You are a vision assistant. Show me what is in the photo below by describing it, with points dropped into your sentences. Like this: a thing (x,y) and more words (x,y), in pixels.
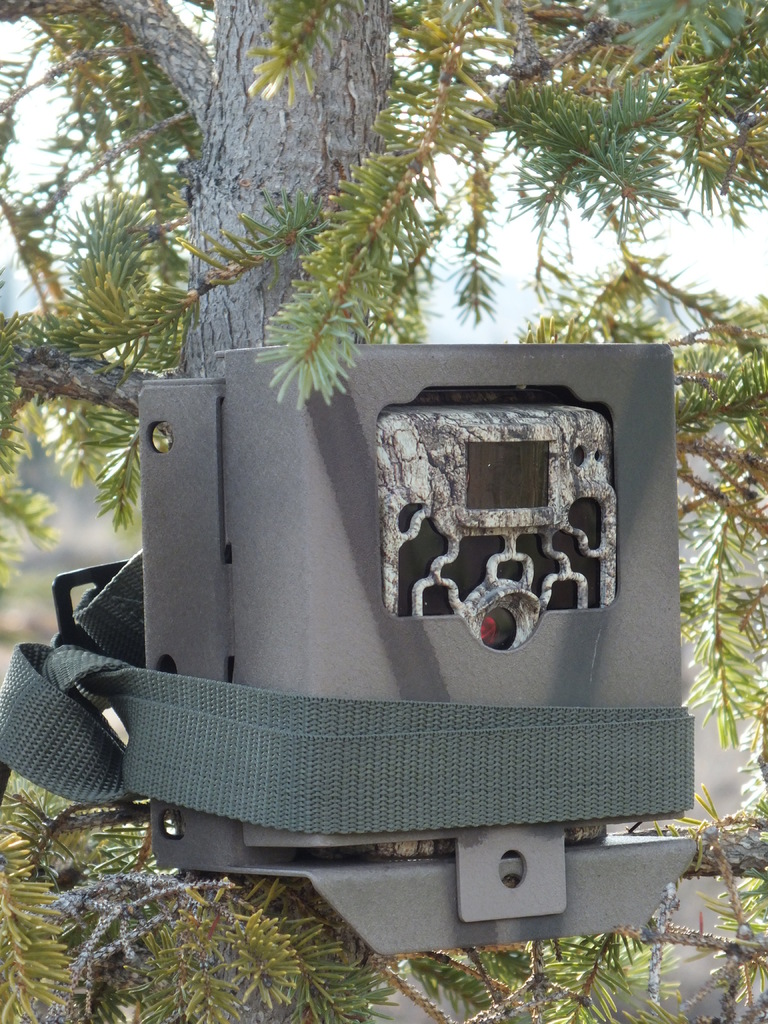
In this image we can see a tree (119,458). There is an object (447,604) on the tree (125,377).
